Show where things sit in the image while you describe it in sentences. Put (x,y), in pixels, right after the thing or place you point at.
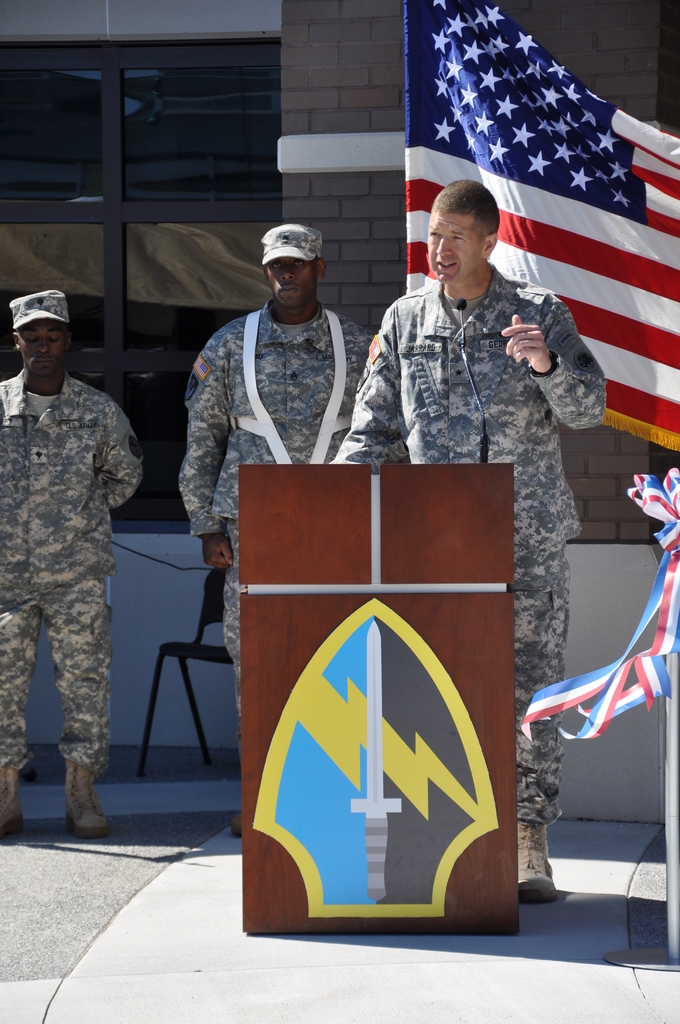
In this image, we can see three persons (53,485). Here a person (485,407) is standing behind the wooden podium (396,614) and talking in-front of a microphone (481,414). Background (412,274) we can see brick wall (399,244), flag (415,223), chair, glass window (174,345) and wire (161,559). Right side of the image (666,570), we can see rod stand (666,799) with ribbons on the path (232,1003).
